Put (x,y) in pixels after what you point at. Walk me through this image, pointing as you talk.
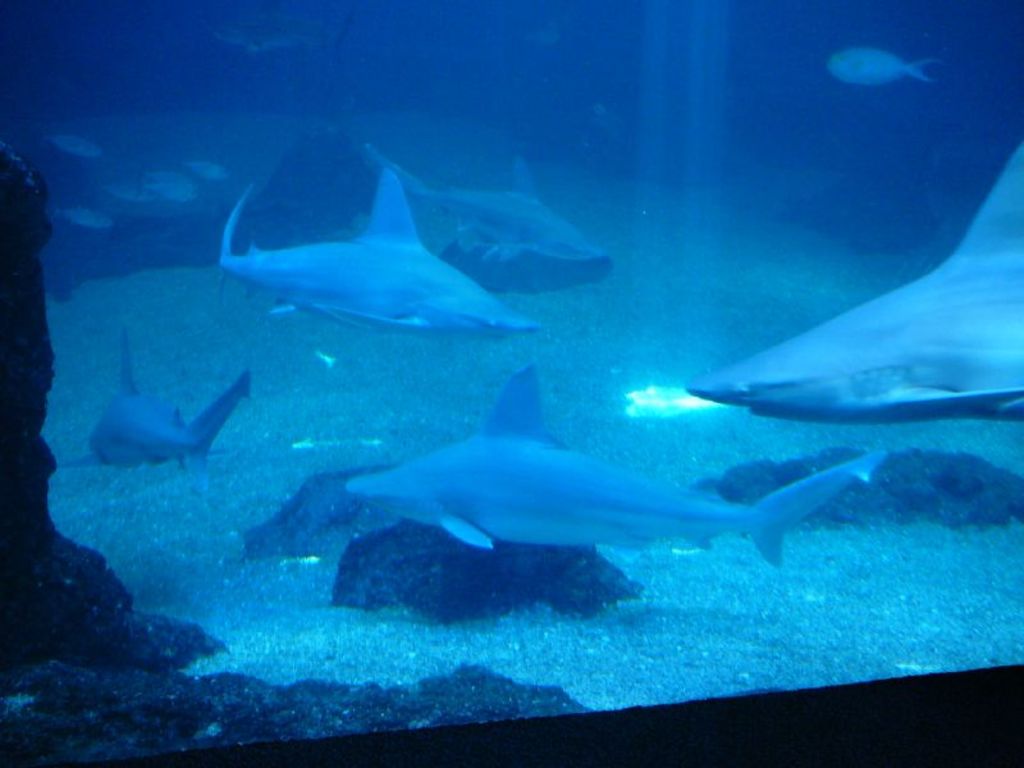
In this image we can see few fish (810,392) and stones (947,467) in the water (206,533).
